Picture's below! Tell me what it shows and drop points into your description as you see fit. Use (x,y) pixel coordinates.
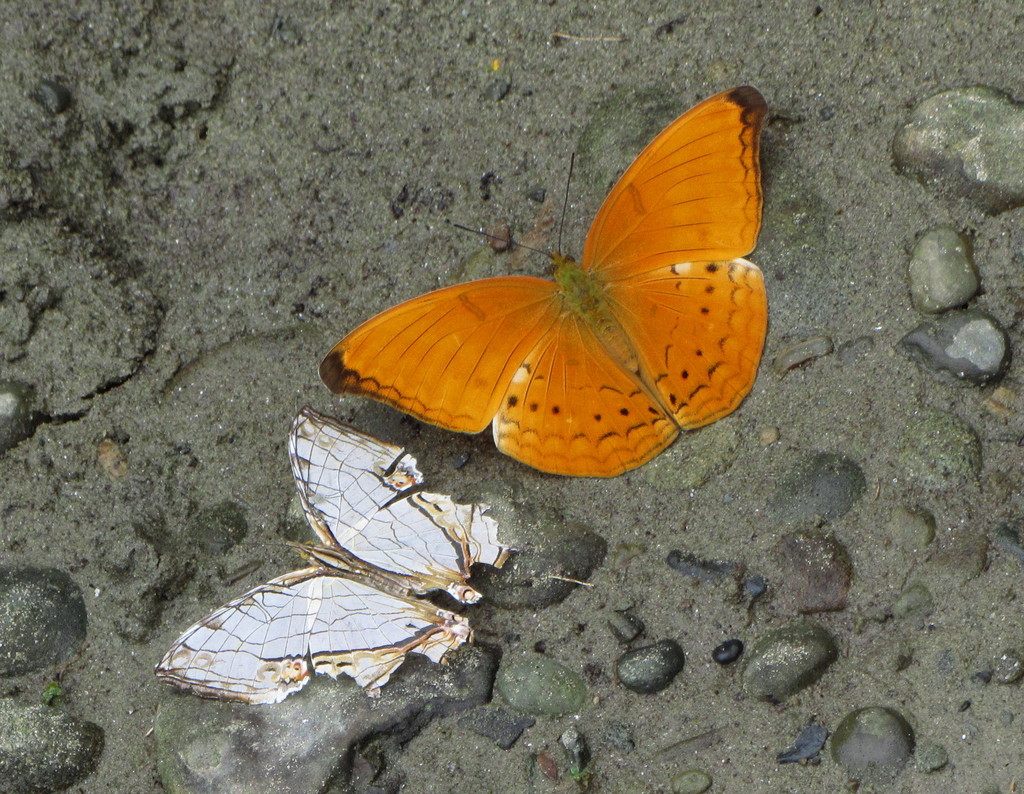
In this image we can see butterflies (283,661) on the ground (152,583) and some stones (915,531).
